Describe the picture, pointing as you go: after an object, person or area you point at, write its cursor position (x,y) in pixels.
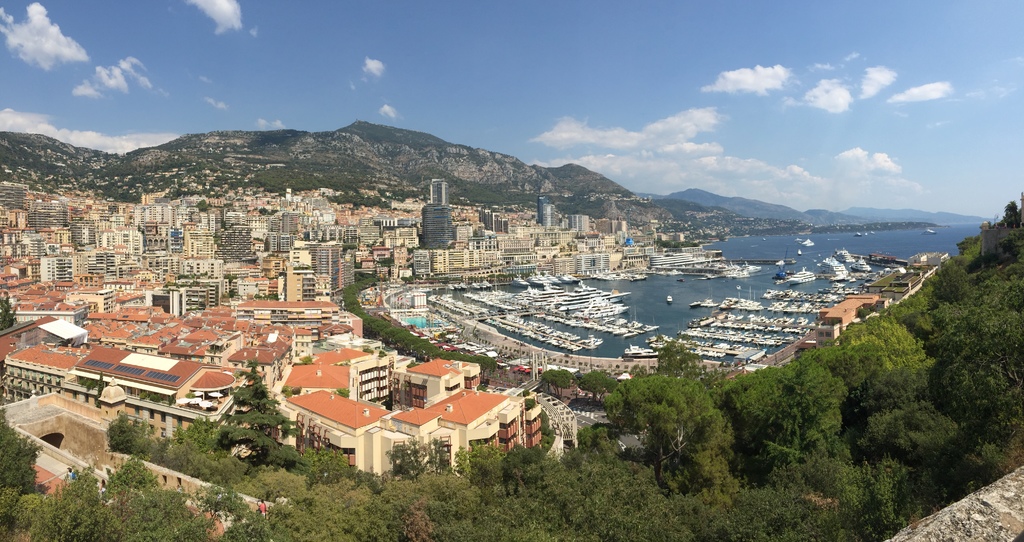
In this image we can see buildings (6,270) with windows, mountains (332,133), trees (669,386) and in the background (435,71) we can see the sky (157,106).
